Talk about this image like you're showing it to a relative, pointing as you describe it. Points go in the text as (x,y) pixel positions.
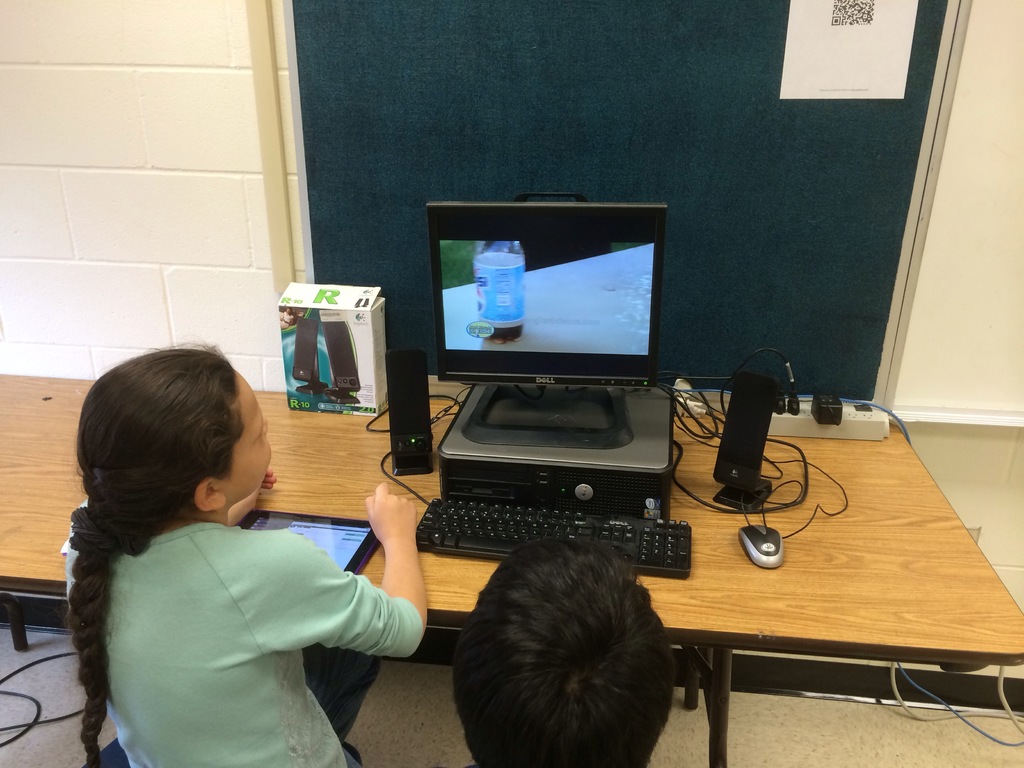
In this image we can see a child (236,584) sitting near the table (421,502). We can see a monitor (550,343), keyboard (673,565), speakers (392,448), CPU (579,481), mouse (760,539), tablet (354,536) and switch board (822,437) on the table (819,443). In the background (846,345) we can see a board (440,131) on the wall (221,123).
